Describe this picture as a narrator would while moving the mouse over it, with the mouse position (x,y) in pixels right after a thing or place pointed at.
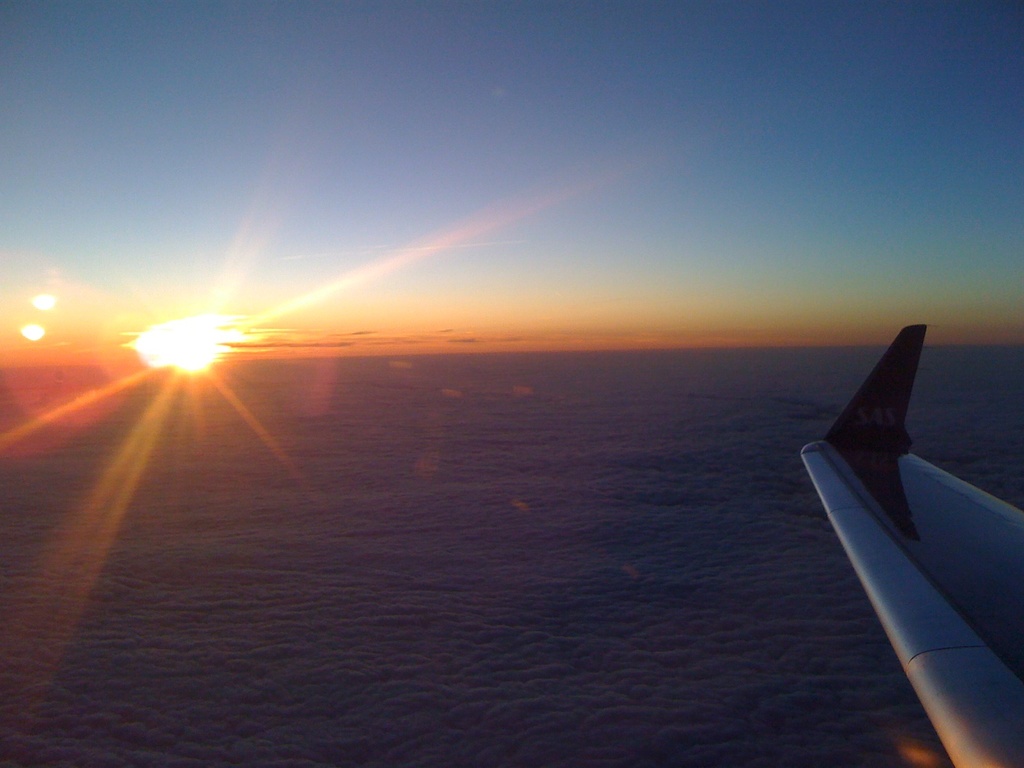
In this image we can see plane wing (869,492), clouds (451,457), sun (171,344) and sky (597,127).
